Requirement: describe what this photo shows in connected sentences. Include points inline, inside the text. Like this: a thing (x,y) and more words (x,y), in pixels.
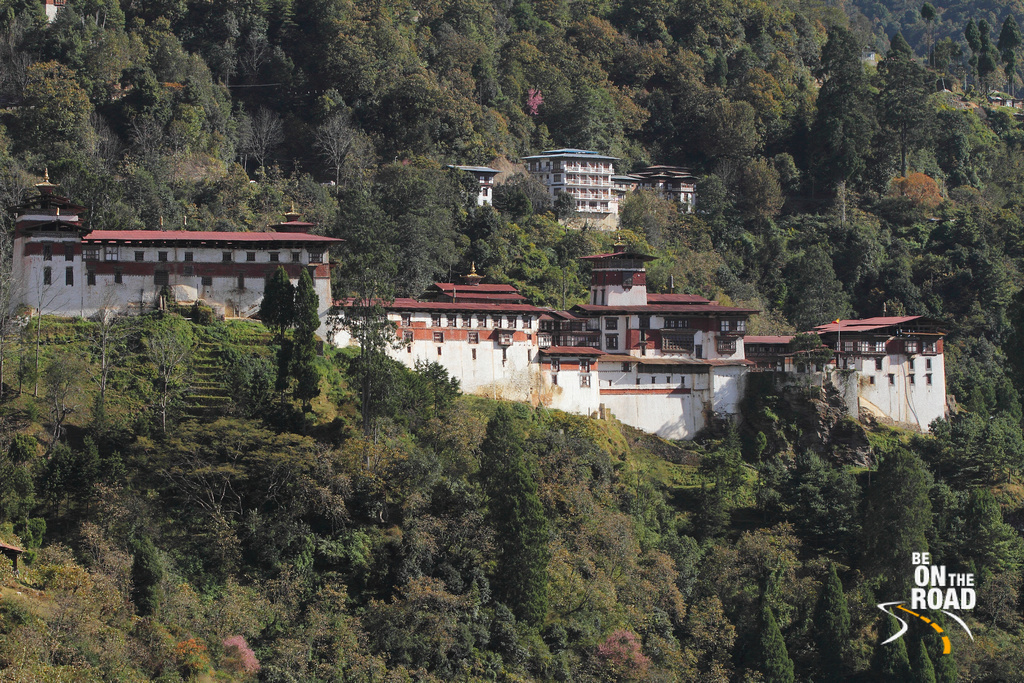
In this picture I can see the buildings (612,307). I can see trees (512,477).
